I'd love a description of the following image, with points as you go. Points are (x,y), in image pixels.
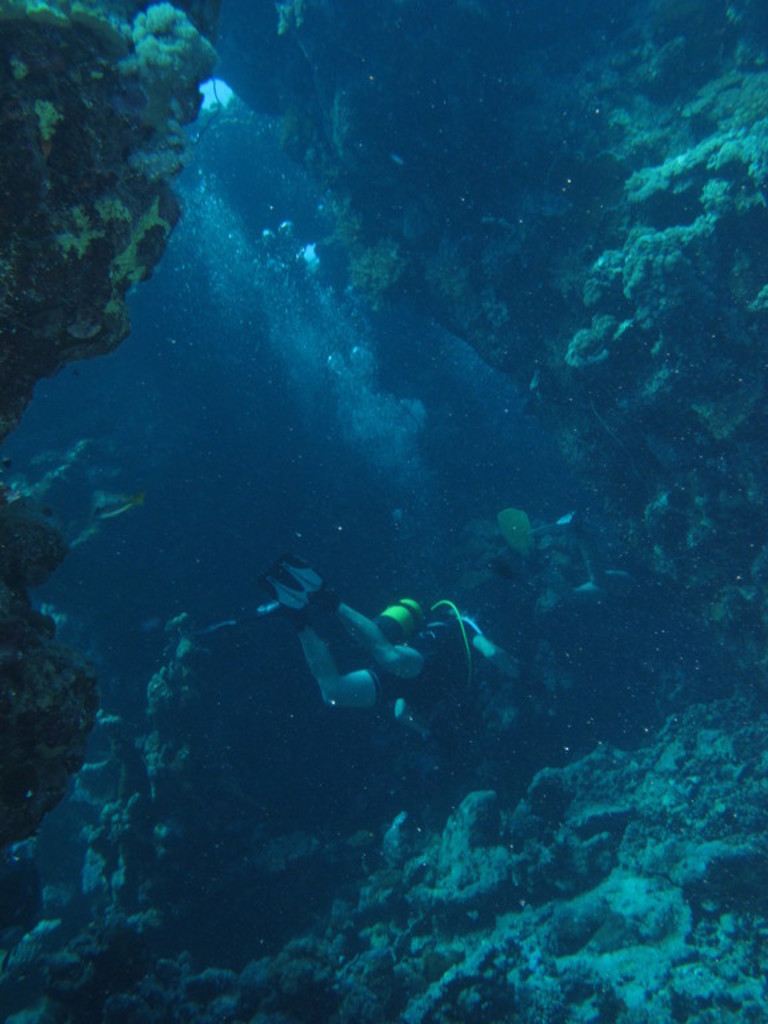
This image is taken under the water (394,732). In the center of the image (363,676) there is a person (428,656) swimming. There are stones (481,142).
